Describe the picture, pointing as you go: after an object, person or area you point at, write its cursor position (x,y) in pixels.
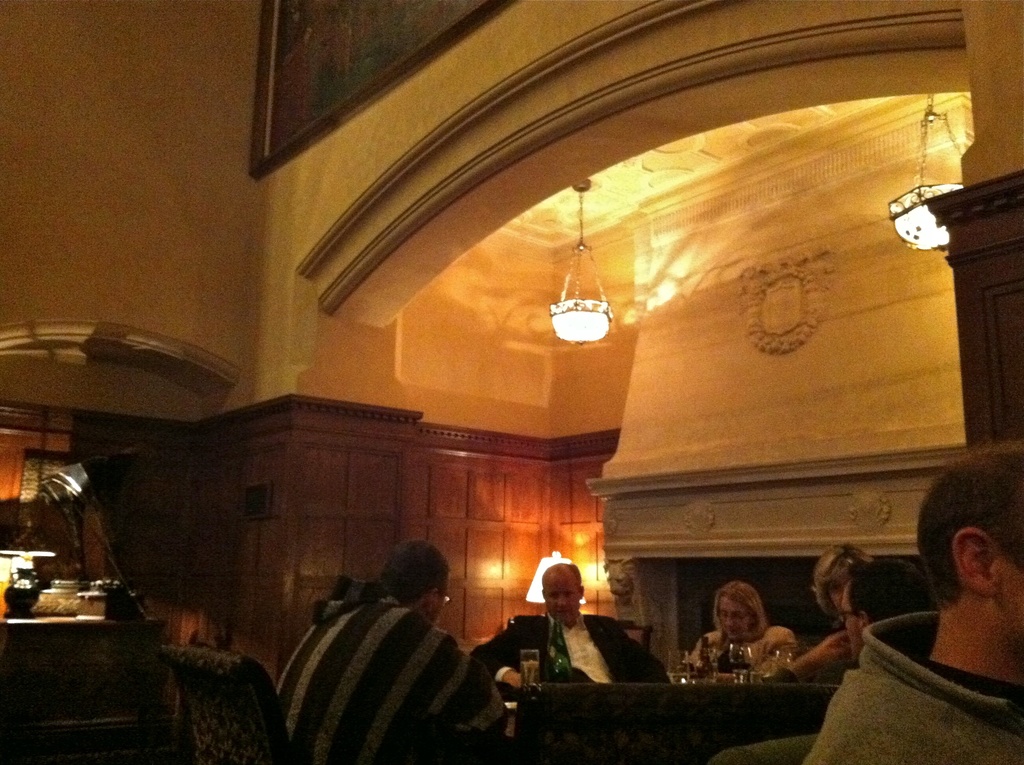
In this image we can see few people (615,680) sitting on chairs (223,697). There are glasses (535,673) and some other items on the table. In the back (350,517) there is a wall (231,290) and arch (522,126). On the wall (246,66) there is a photo frame (291,54). Also there are lights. On the left side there is a table (62,628). On that there are some items (51,591).
